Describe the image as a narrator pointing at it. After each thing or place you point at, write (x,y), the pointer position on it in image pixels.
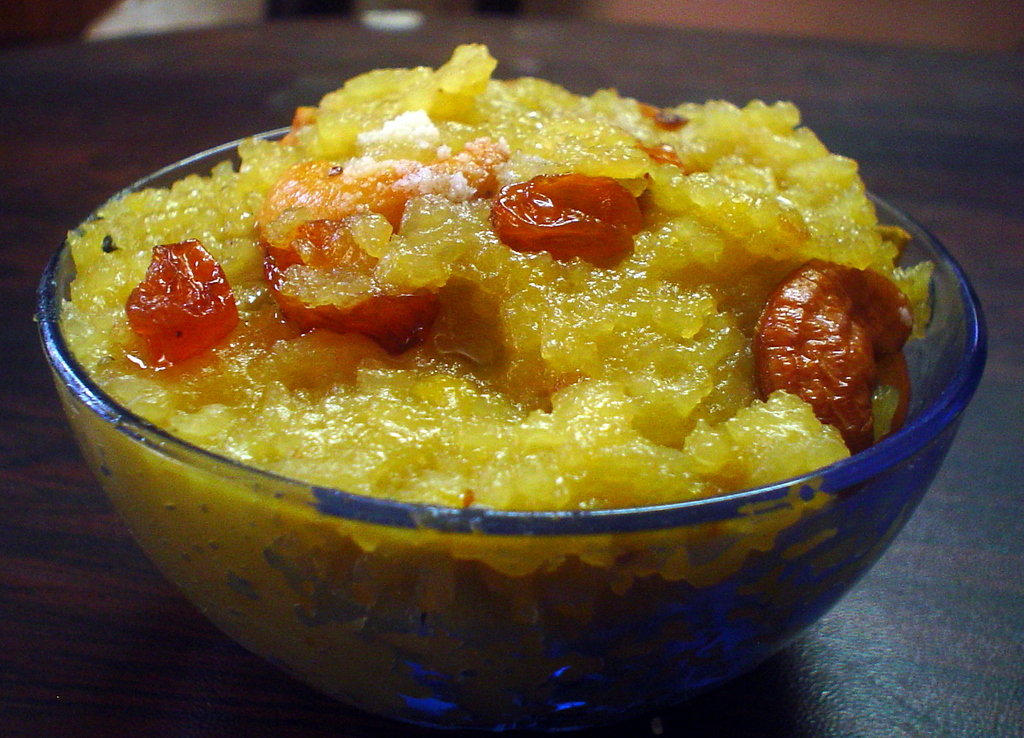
On the table (25,83) we can see glass bowl (273,584). In the glass bowl (825,529) we can see yellow color sweet (396,146) and red color raisins (807,375). On the top right (871,22) there is a wall (727,8).
